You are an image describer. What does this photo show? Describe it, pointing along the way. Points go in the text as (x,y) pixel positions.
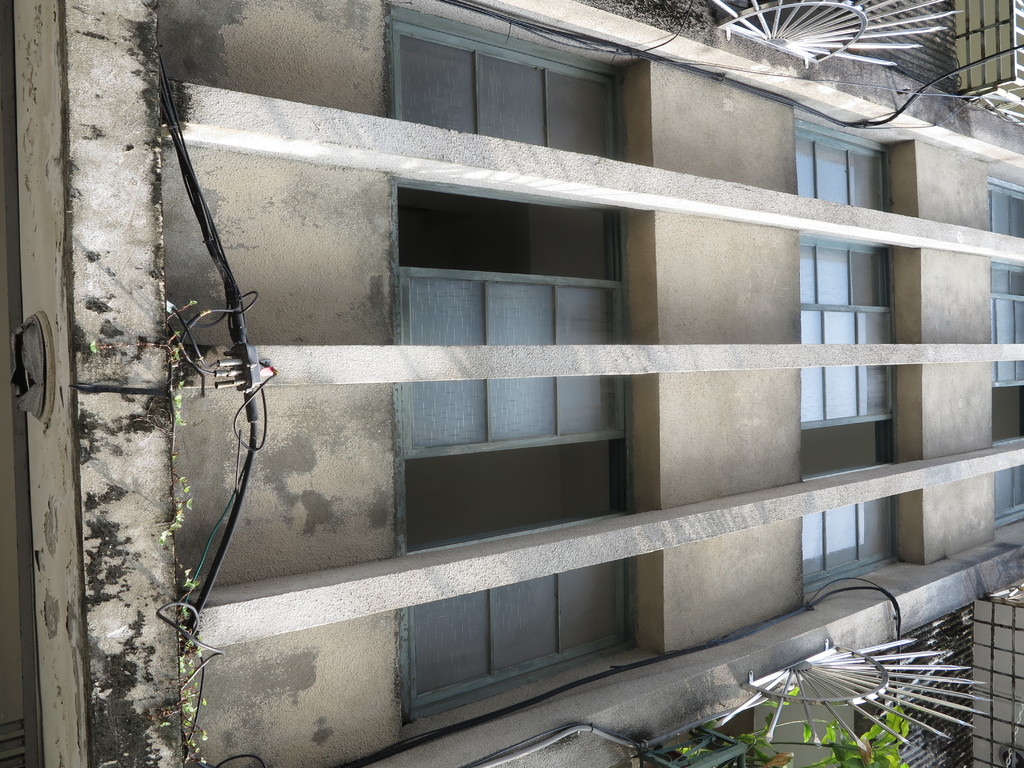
In this image we can see a wall (933,196) of a building (563,240). On the building (440,297) we can see the windows (497,300). On the left side (209,329), we can see a wire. In the top right (877,39), we can see a metal object (806,37) and railing (983,79). In the bottom right (855,684) we can see a wire (560,729), metal object (904,683), railing (954,662) and a plant (780,725).
